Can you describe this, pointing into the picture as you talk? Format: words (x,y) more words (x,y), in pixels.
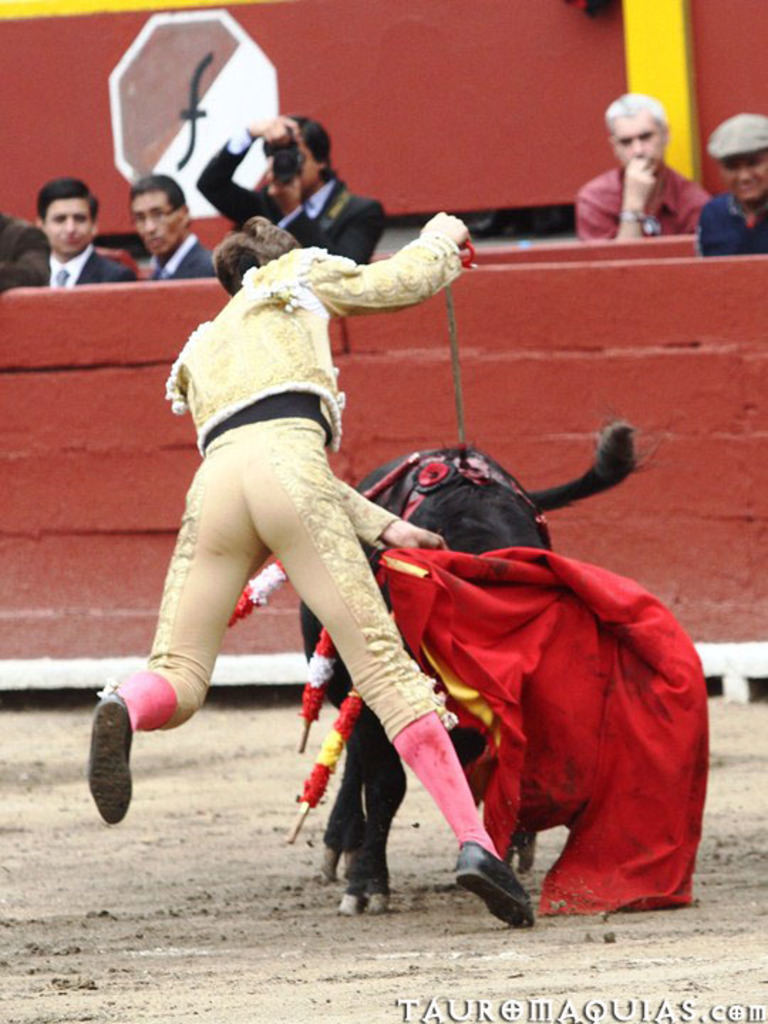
In this image we can see a few people (437,275), one of them is fighting with a bull (401,517), he has a red cloth (585,714) in his hand (404,527), another person (355,206) is taking picture with camera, we can see the wall (481,20) with some text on it, also there is a text (630,1011) on the image.
